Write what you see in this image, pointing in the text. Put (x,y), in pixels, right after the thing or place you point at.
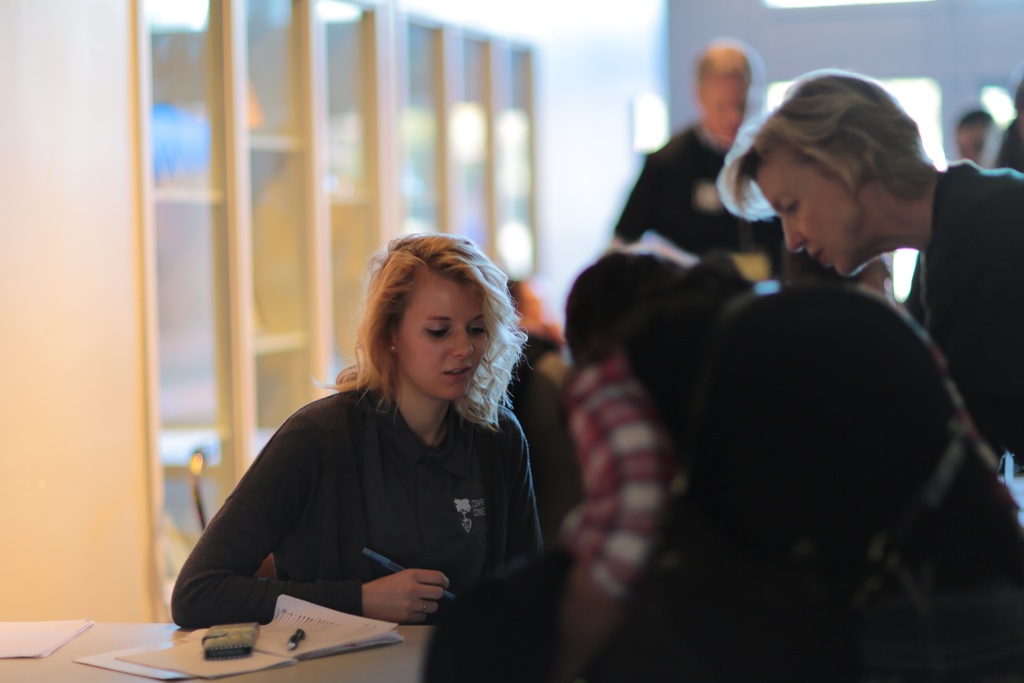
In this image we can see group of persons (1000,396). In the center of the image (500,431) we can see a woman (427,404) holding a pen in her hand (438,585). In the bottom left corner of the image (18,649) we can see some papers (199,672), device (245,653), a pen (301,639) placed on the table (326,663). In the background (586,153), we can see cupboard (427,121) and a wall (575,146).
